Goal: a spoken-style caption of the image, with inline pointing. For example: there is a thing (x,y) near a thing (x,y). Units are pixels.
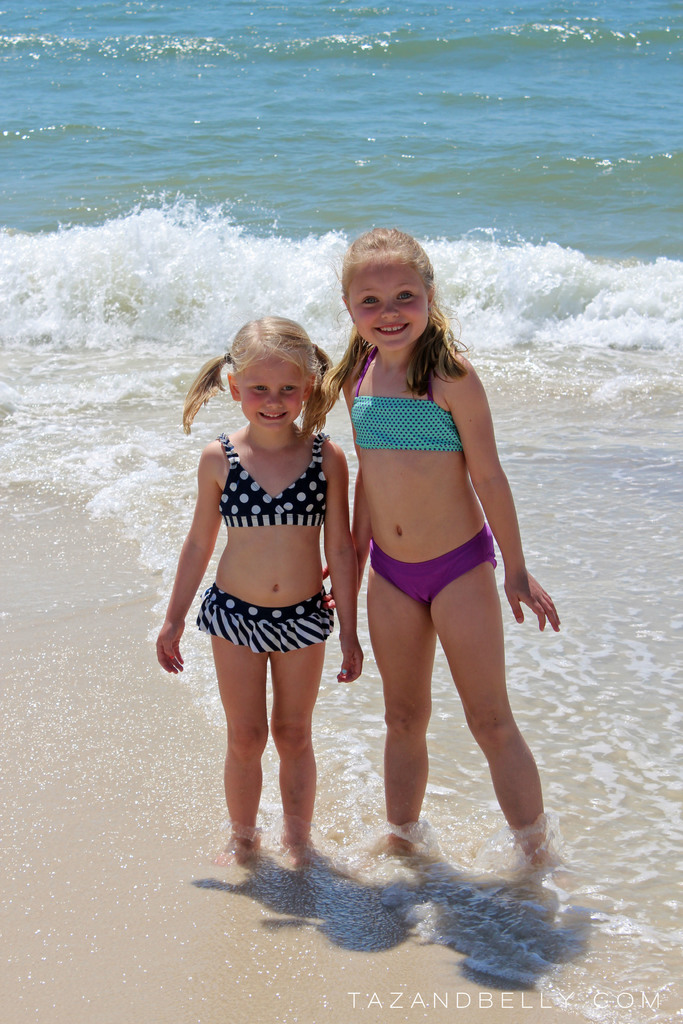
In this picture we can see the girls (371,492) standing near to the sea shore (140,629). They both are smiling. In the background (302,124) there is the sea (402,153). At the bottom portion of the picture (573,997) we can see watermark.
